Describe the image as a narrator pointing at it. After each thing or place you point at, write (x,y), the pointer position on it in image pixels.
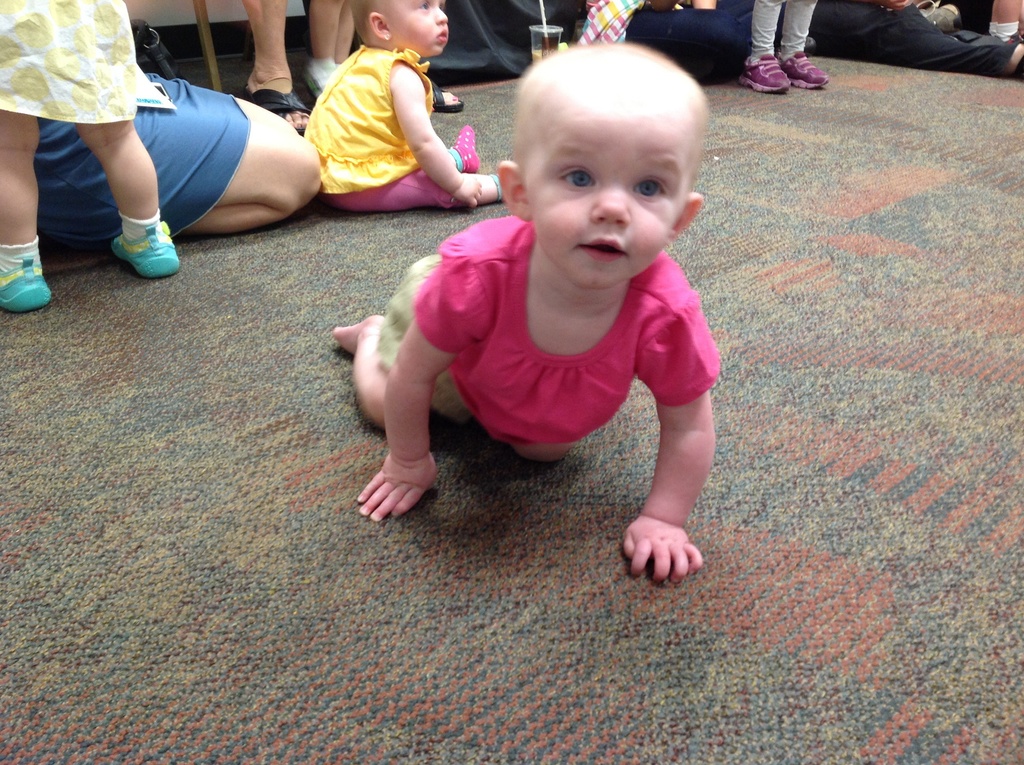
In this image we can see a kid (581,410) crawling. At the top of the image (41,97) there are some persons (685,44), a kid (333,115) sitting and other objects (505,10). At the bottom of the image (690,693) there is the floor (675,709).
